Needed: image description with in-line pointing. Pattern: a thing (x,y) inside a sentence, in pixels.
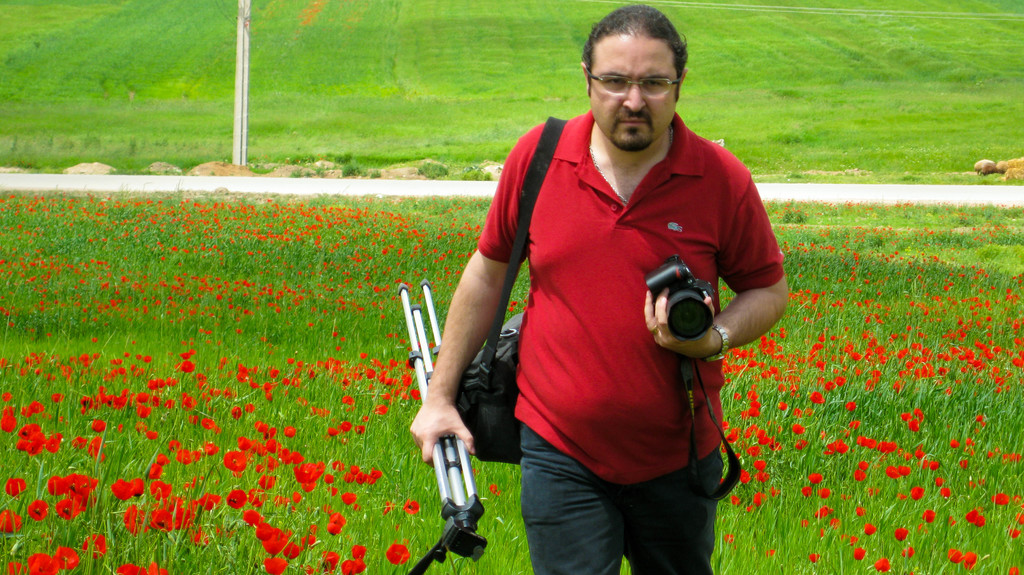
In this picture, we see the man (604,279) in the red T-shirt (645,285) is standing. He is wearing the bag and he is holding the camera stand (468,541) and the camera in his hands (714,334). At the bottom (239,443), we see the plants (275,433) which have flowers (231,494) and these flowers (293,428) are in red color. In the background (267,107), we see the grass (837,111). It might be an edited image.
